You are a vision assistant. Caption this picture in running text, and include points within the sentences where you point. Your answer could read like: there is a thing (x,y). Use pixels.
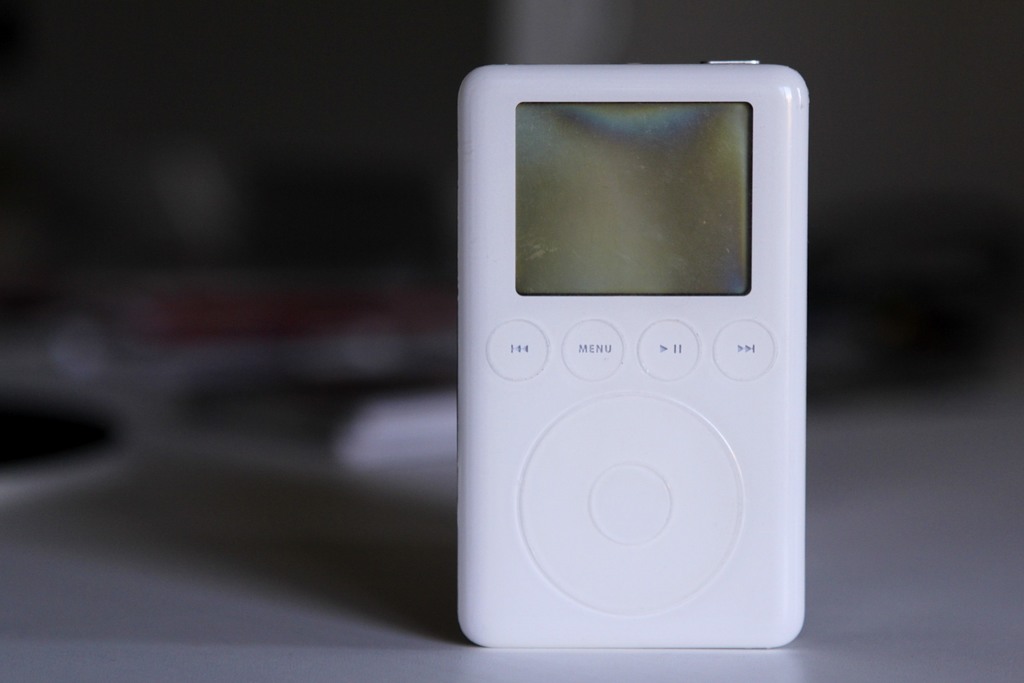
In this picture there is an iPod (495,228). The background (209,96) is blurred.
